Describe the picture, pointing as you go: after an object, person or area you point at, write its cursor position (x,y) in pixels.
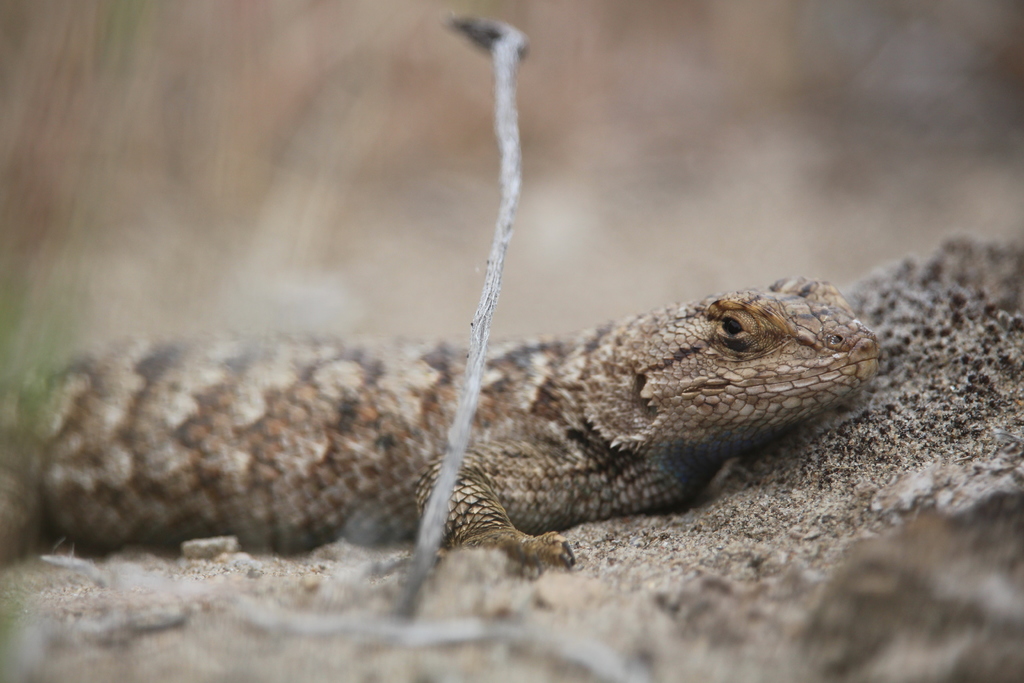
In this image we can see a reptile (542,550). In the foreground (510,80) we can see a twig (497,226). The background of the image (682,231) is blurred.
